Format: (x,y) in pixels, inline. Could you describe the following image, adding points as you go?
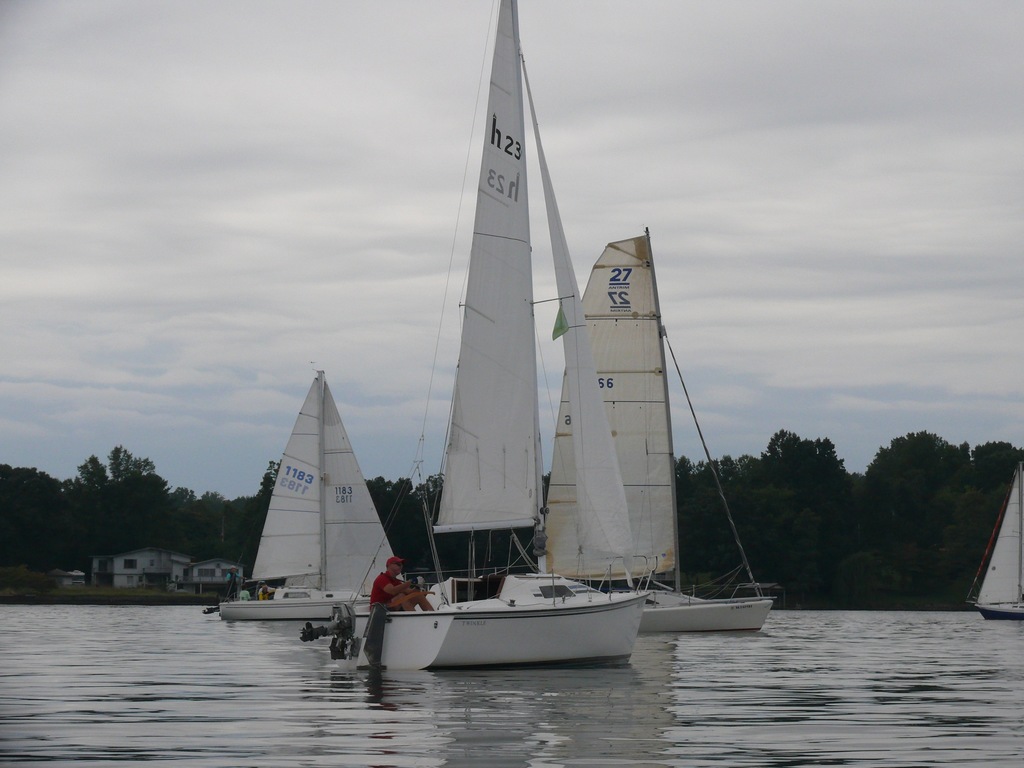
In this image we can see few sailing boats (568,626) on the water (771,673) and there is a person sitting in a boat (558,618). We can see few houses (171,564) and trees (8,476) in the background (64,486) and at the top (265,97) we can see the sky (761,114).
